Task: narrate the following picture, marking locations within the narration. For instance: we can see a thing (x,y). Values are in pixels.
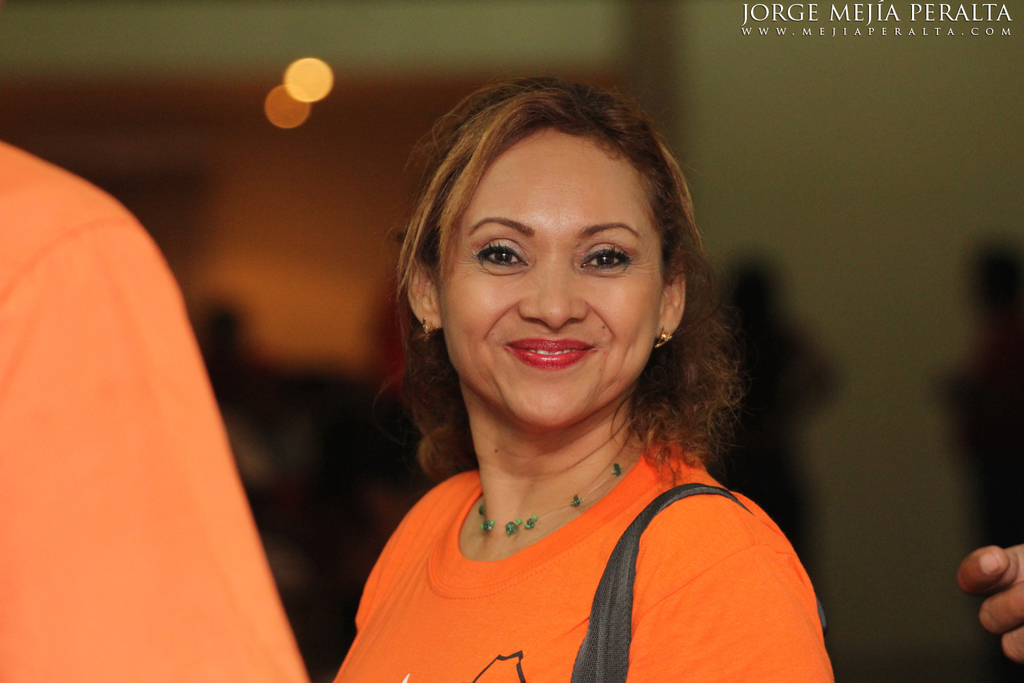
In this image we can see a woman (542,354) standing and smiling, also we can see the background (727,23) is blurred, at the top of the image (870,35) we can see some text (850,27).
